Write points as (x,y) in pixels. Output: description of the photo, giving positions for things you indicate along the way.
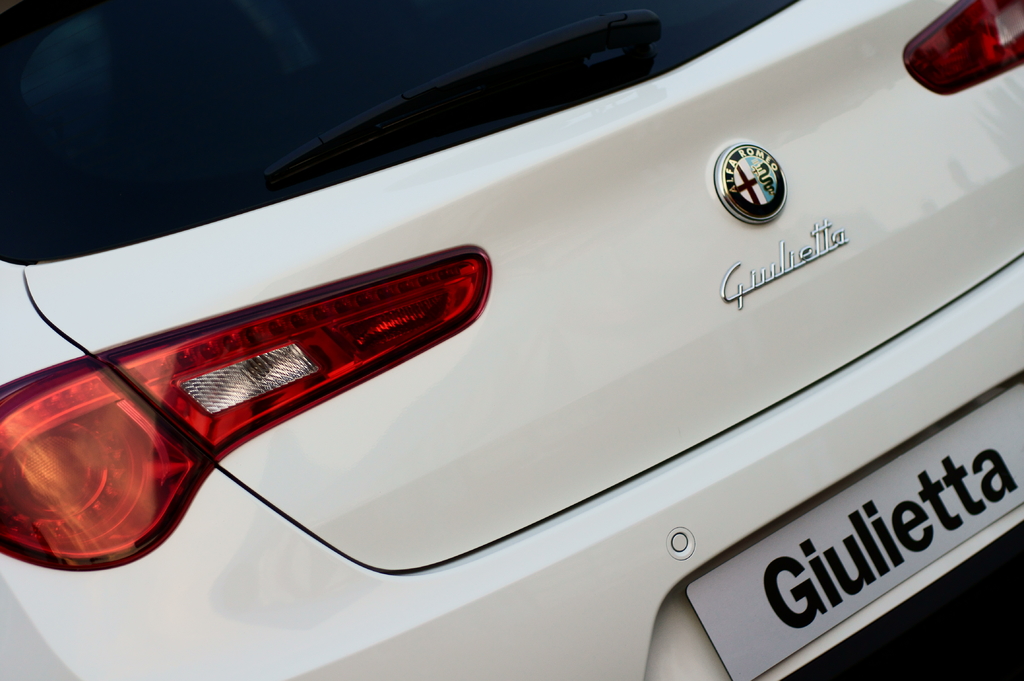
There is a white color vehicle (943,39) having red, white and yellow color lights (971,45), a logo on the dickey door (804,150) and there is a name plate (876,491).
